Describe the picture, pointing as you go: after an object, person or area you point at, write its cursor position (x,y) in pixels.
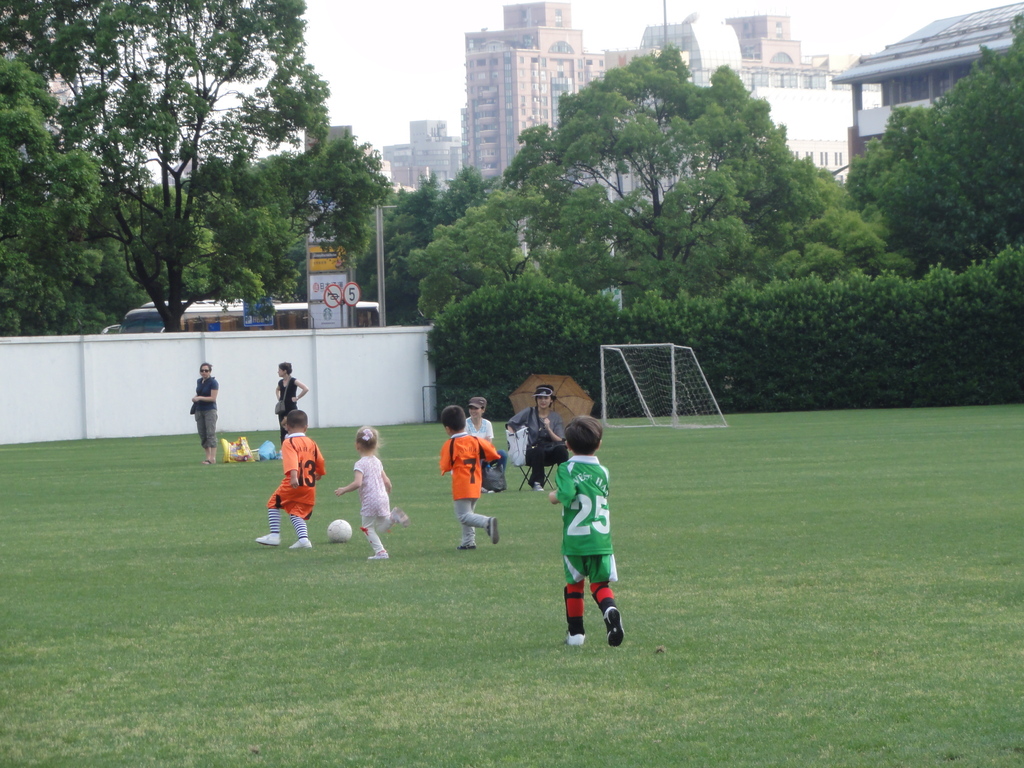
In the picture I can see a group of kids (391,524) are running on the ground (424,566). In the background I can see two people (215,448) are standing on the ground (235,474) and one person (517,418) is sitting on a chair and holding an umbrella (571,409). In the background (715,430) I can see a ball (346,538), a net (682,423), buildings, the grass (683,441), trees (396,302), the sky (389,22) and some other objects (510,435) on the ground (10,480).
